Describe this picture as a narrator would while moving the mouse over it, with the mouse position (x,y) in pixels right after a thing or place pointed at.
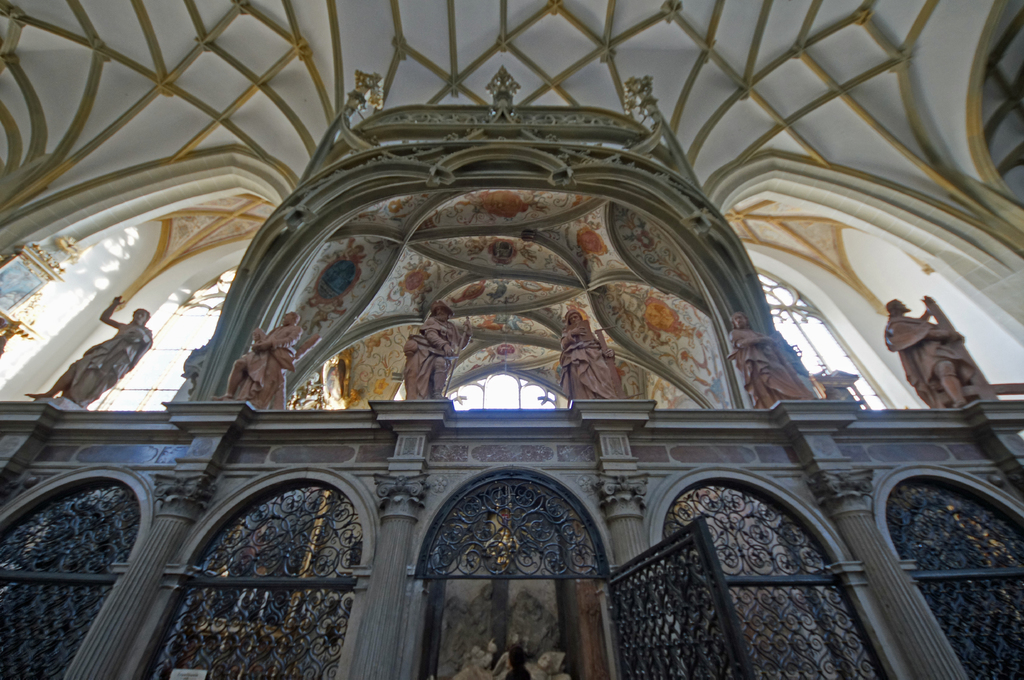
Here in this picture we can see an interior of a building (289,577) and in the middle (592,343) we can see number of statues (143,322) present on a wall (928,477) and below that we can see gates (75,565) present and we can see the roof (293,125) is designed in a manner.
